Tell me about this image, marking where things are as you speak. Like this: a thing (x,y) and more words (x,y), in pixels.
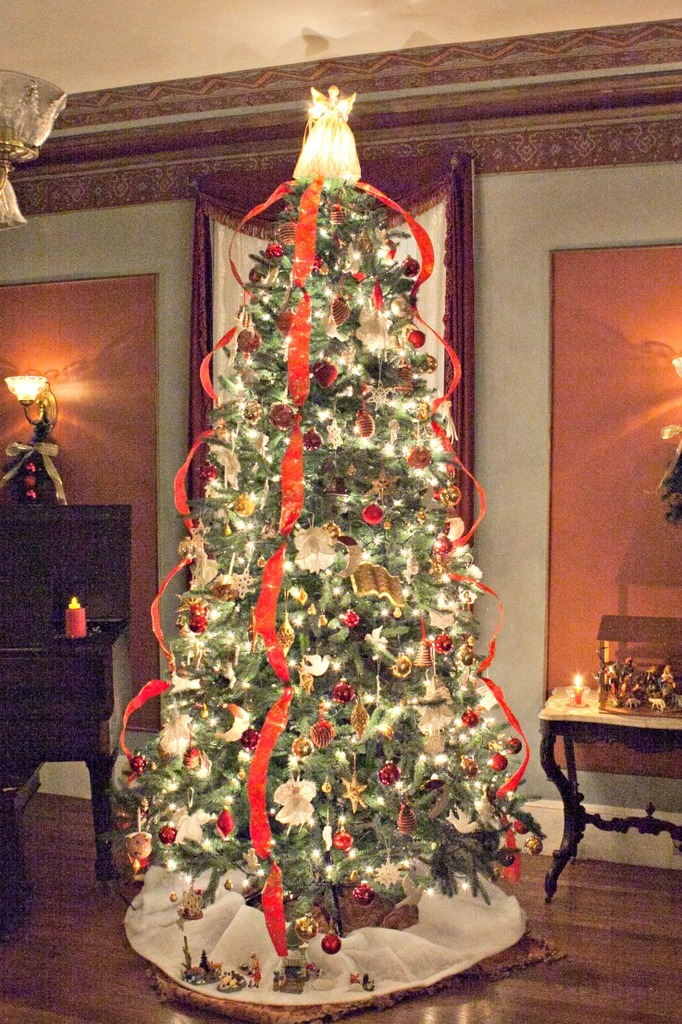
There is a Christmas tree (317,478). On that there are decorative items (313,538). In the back (615,688) there is a candle (72,619) and some other items (627,685). Also there is another table (49,705). On that there is a candle (76,631). In the back (107,361) there's a wall (73,230). On the wall (69,258) there are frames (126,294) and light (44,399).
